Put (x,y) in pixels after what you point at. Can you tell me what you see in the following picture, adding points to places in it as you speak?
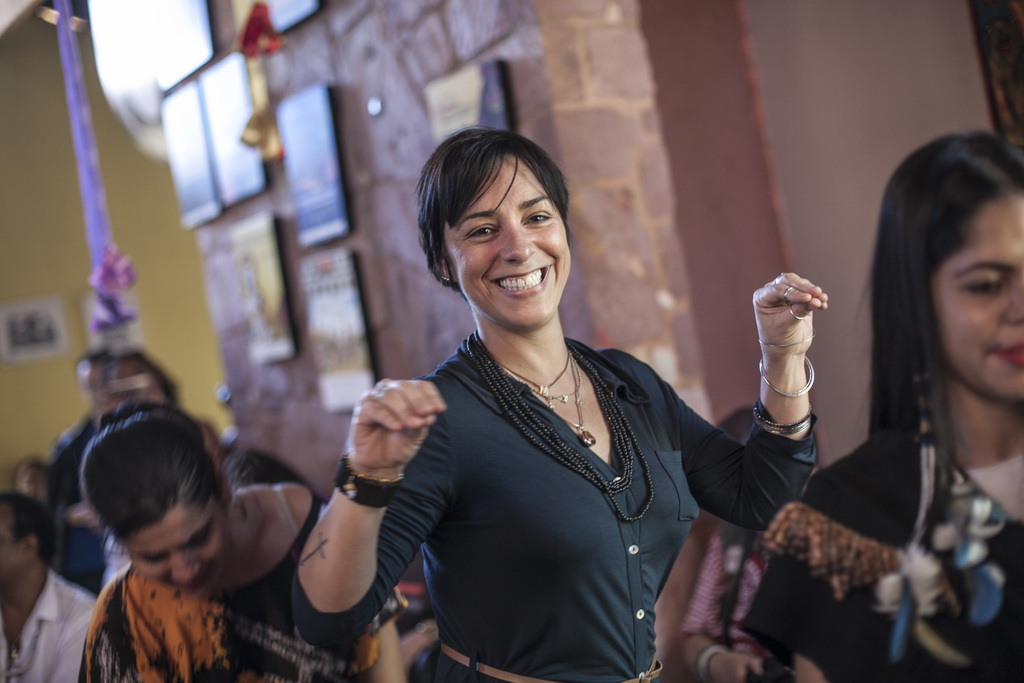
In this image there is a woman (496,288) standing and smiling, and in the background (194,646) there are group of people (1001,533) standing, frames (327,275) attached to the wall (378,276).
